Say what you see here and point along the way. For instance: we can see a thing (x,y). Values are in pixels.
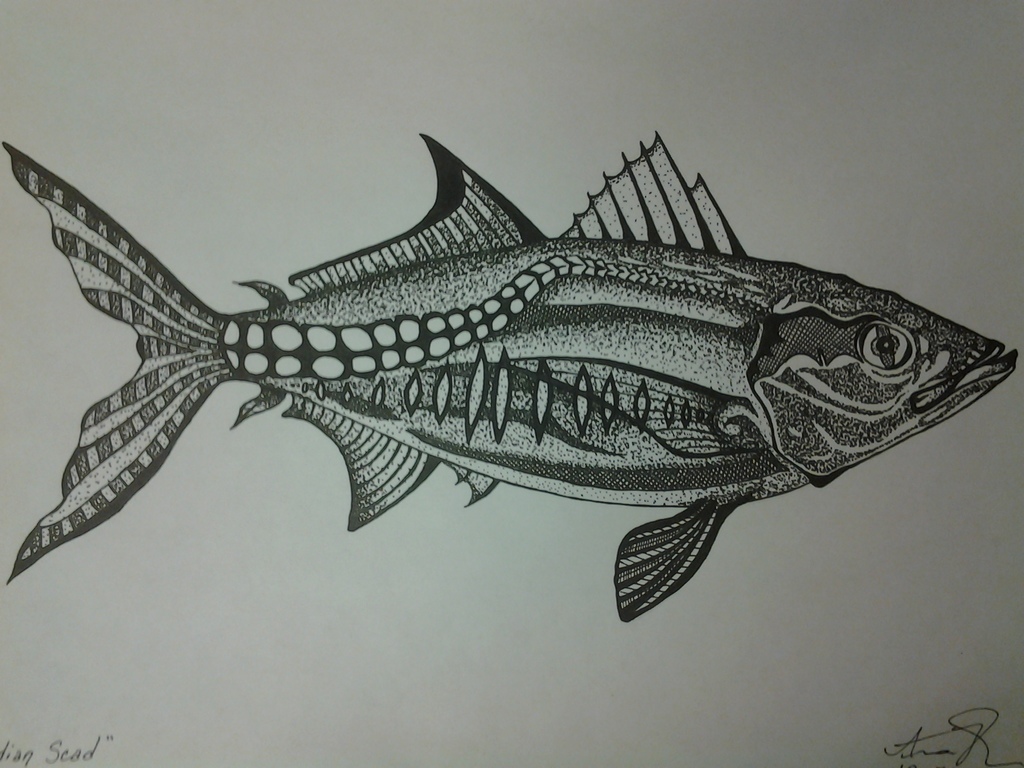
This is an ink drawing of a fish (590,422) made on white paper (212,417).
